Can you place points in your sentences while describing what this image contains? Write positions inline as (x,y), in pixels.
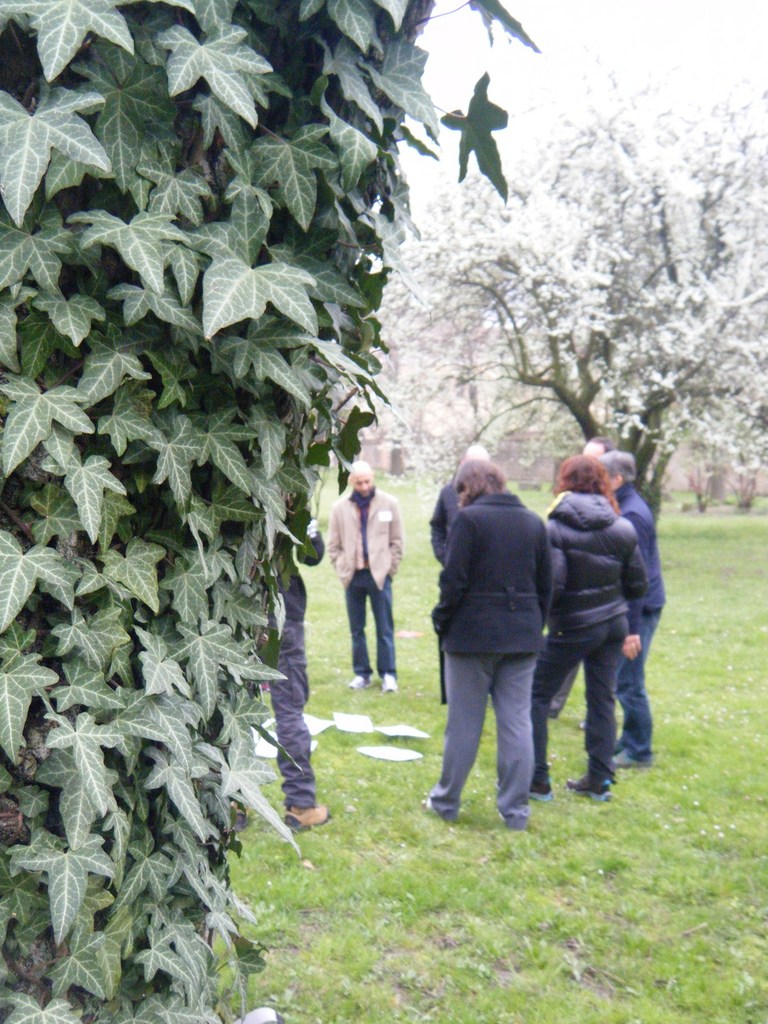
On the left side of the image (170,622), we can see leaves (133,579). Background (641,655) we can see people (301,639) are standing on the grass (385,841). Here there are few objects (311,743) are placed on the grass (322,830). Here we can see few trees (540,405).
